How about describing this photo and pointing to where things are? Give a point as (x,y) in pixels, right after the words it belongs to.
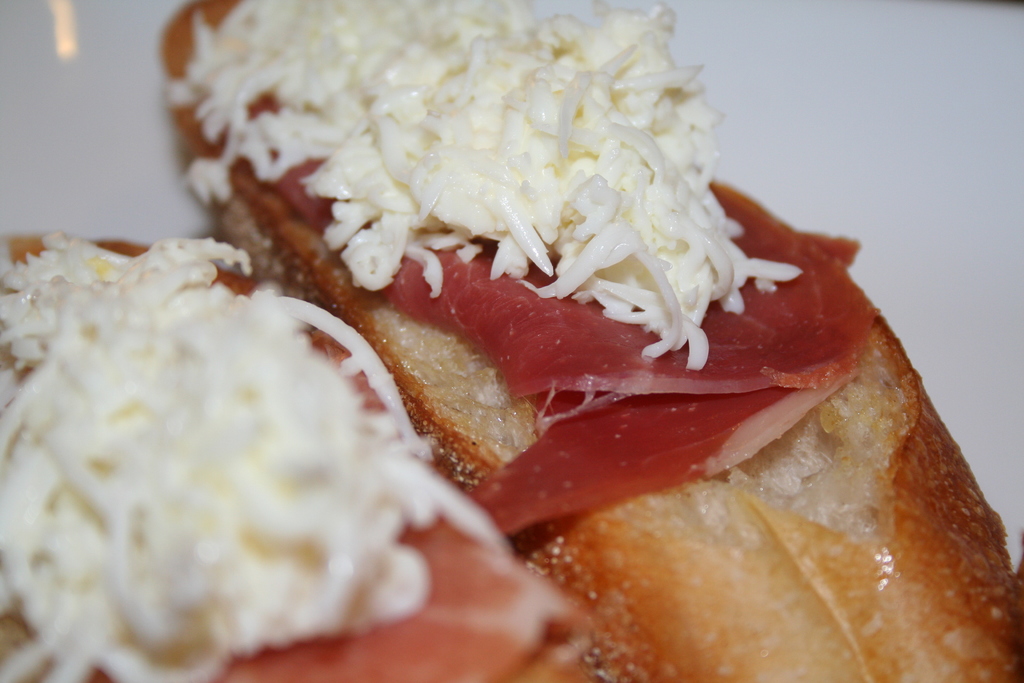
At the bottom of this image (222,512), there are food items (656,263) arranged. And the background (929,118) is white in color.
